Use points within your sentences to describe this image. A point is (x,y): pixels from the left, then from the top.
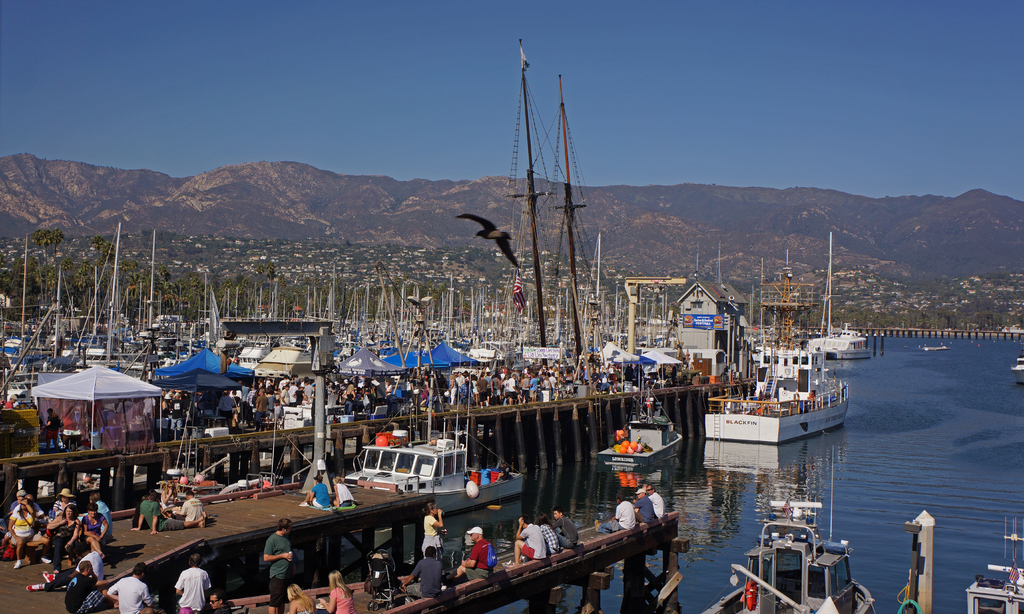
In this image in the center (405,405) there are ships (664,448) on the water (722,443) and there are persons (164,403) on the bridge (584,550). There are tents (458,355), there are poles (541,325) and in the background (423,222) there are mountains (472,202). In the front (492,228) on the top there is a bird (475,220) flying in the sky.
